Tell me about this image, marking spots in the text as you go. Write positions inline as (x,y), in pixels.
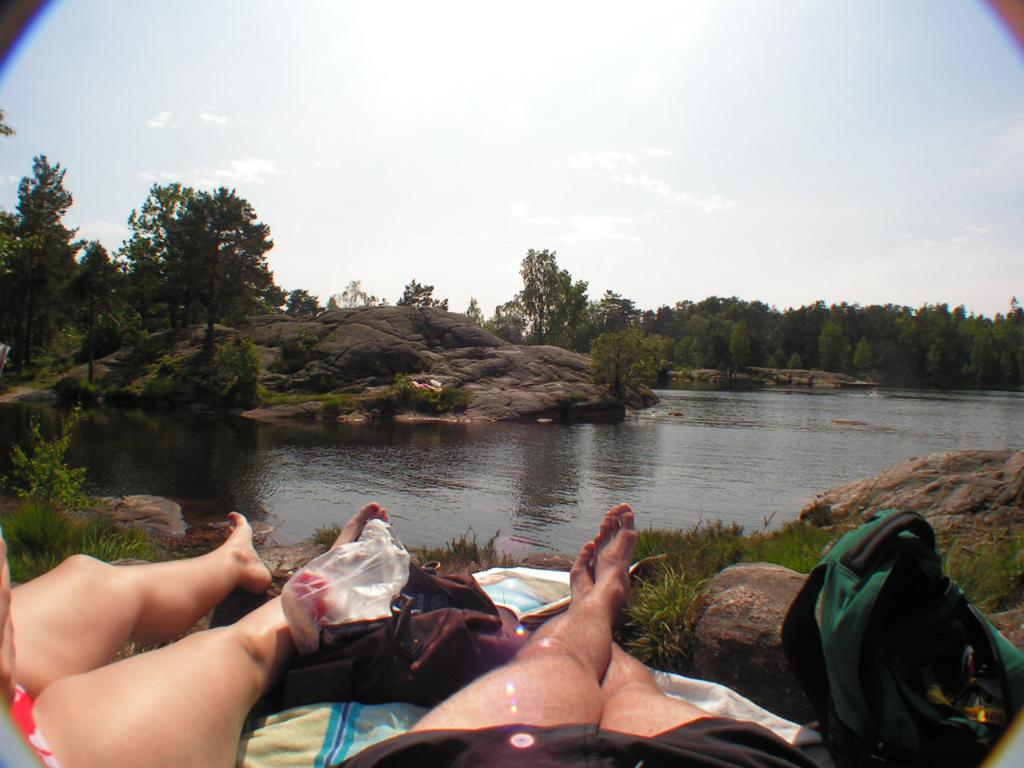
In this image we can see legs (589,724) of persons (589,724) at the bottom (589,724). There is a cloth (717,691) and also there are bags (930,643). In the back (528,487) there is water (561,445). There are rocks (526,377) and trees (211,351). In the background (345,203) there is sky (347,135) with clouds (657,169).
